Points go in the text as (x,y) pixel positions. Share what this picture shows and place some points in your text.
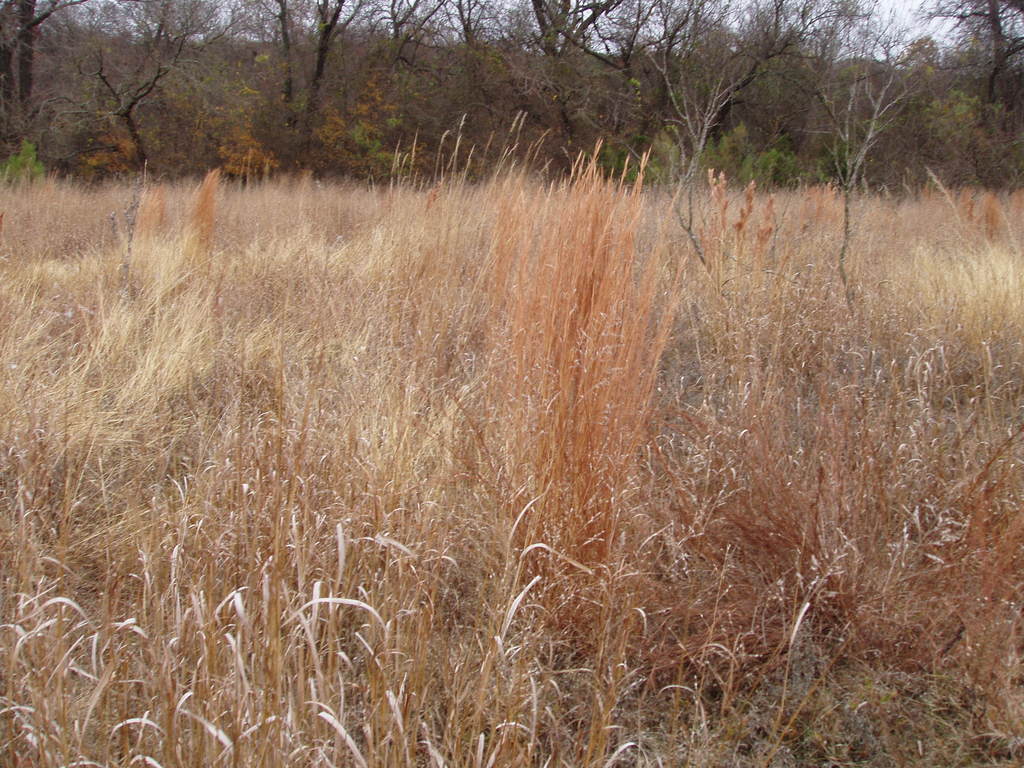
As we can see in the image there is dry grass (586,539), plants (639,284), trees (599,122) and sky (862,22).
